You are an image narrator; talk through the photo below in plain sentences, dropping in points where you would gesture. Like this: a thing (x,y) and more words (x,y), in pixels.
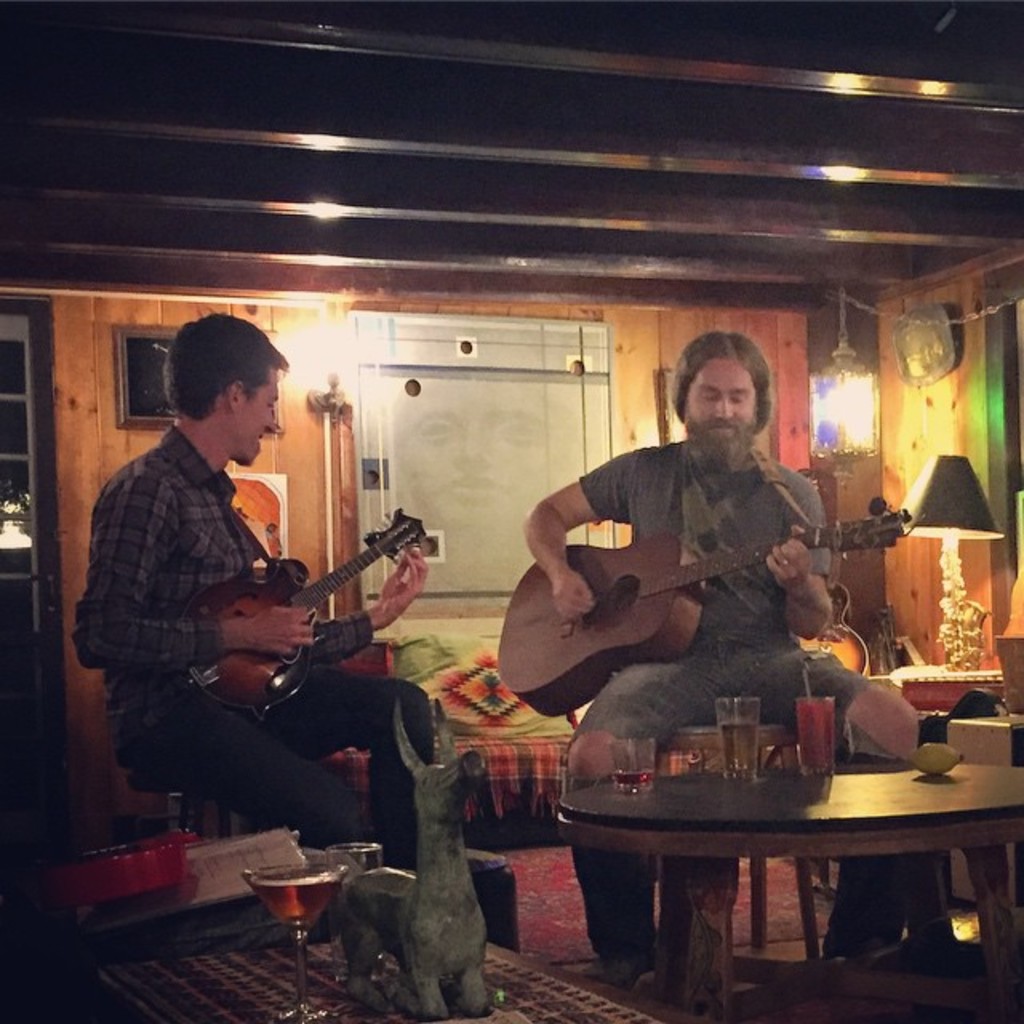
There is a room (523,850). The two persons (387,816) are sitting On a chairs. They are playing musical instruments (620,591). There is a table (686,906). There is a glass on a table (717,899). We can see in background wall (418,302).
